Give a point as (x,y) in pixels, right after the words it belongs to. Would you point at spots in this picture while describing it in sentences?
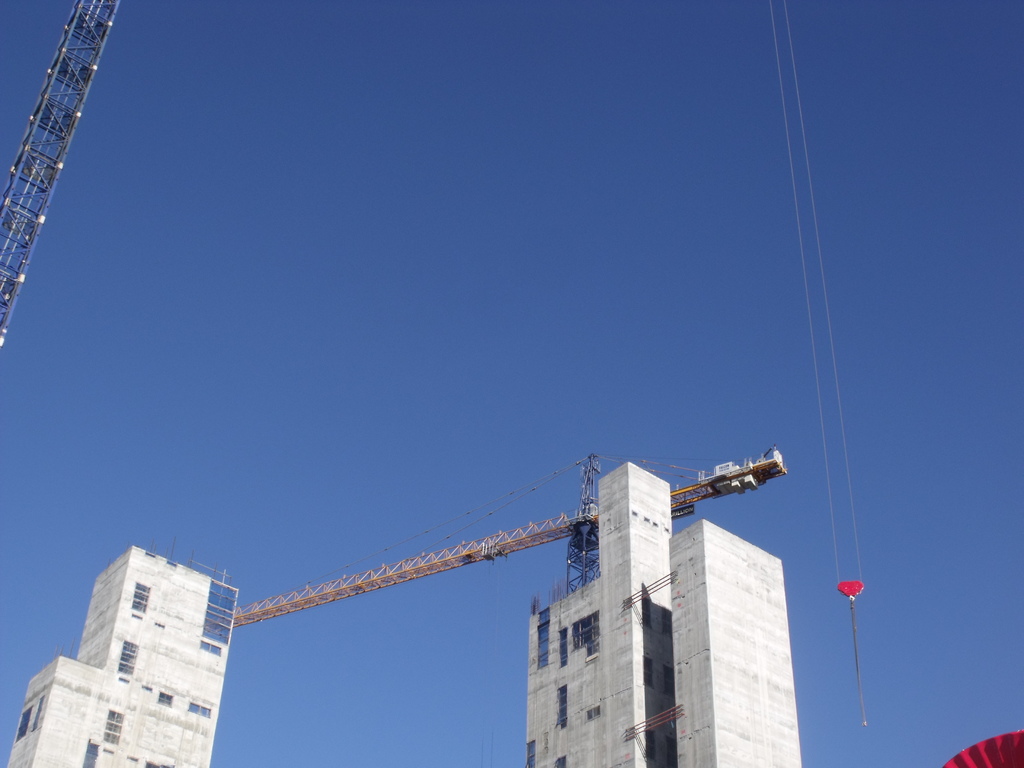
In this image I can see few buildings (206,603), windows (205,708), cranes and the sky (569,301) is in blue color.
